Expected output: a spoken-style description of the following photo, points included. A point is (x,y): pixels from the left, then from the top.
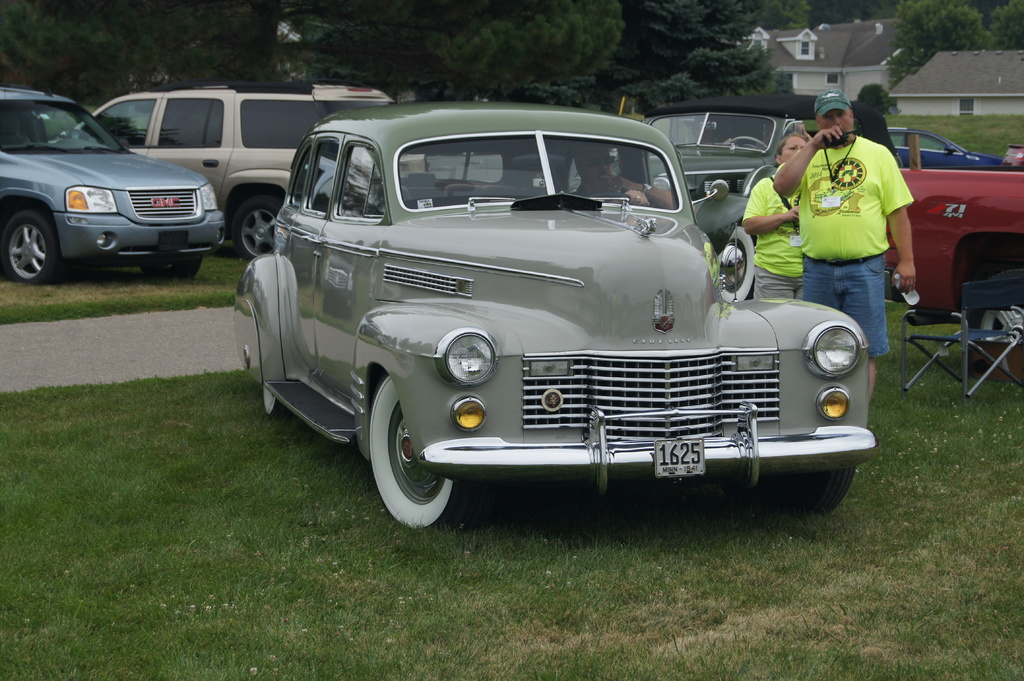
In this image I can see many vehicles (291,352) on the grass (253,574). To the right (837,235) I can see two people (789,261) and an object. In the background (350,22) I can see many trees (558,71) and the houses (808,86).
